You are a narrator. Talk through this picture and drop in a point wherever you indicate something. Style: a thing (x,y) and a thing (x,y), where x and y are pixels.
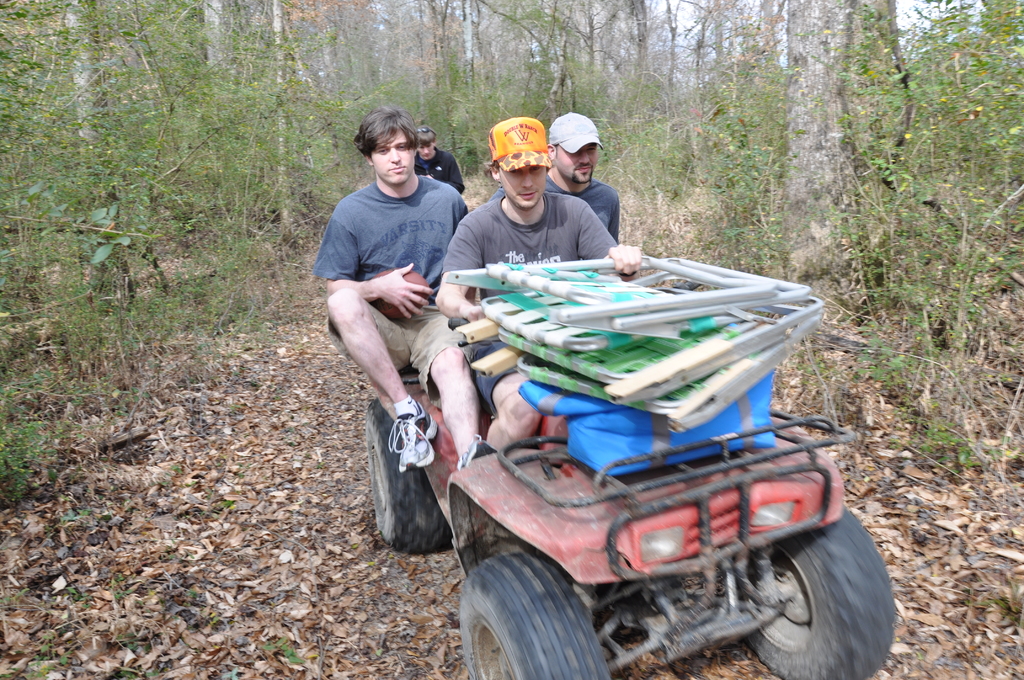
In this image I can see group of people (343,289) sitting in the vehicle (575,474) and I can see few objects (591,447) on the vehicle (604,469). In the background (599,173) I can see few trees (520,89) in green color and the sky (679,19) is in white color.
